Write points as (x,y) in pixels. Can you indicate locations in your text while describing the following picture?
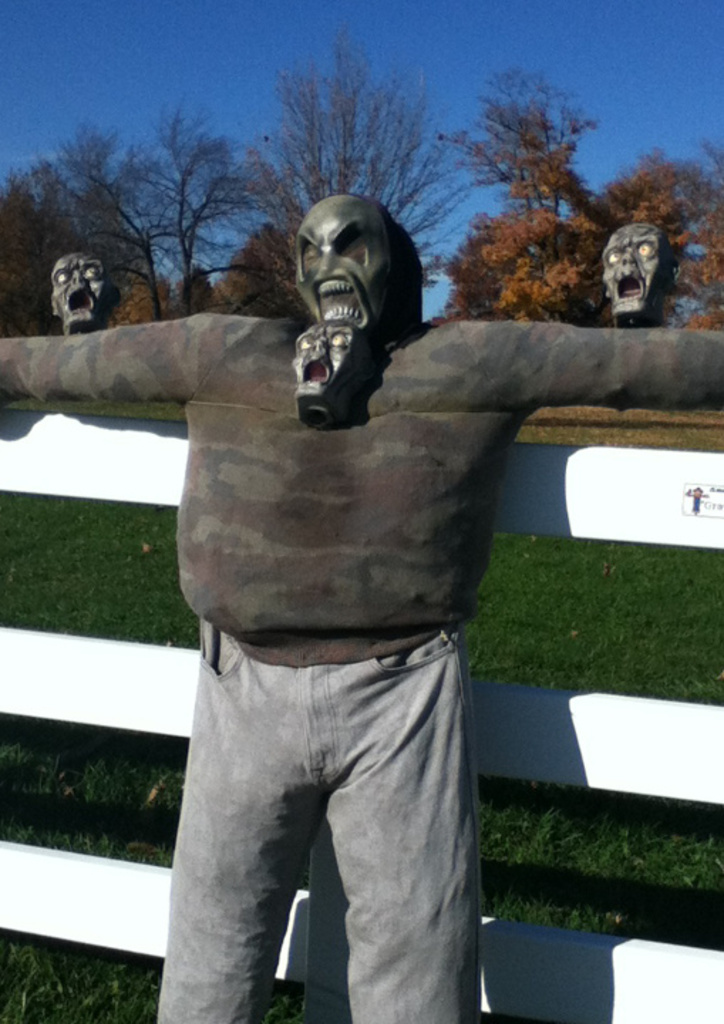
In the center of the image (396,575) we can see a scarecrow (396,468) and there is a fence (84,492) we can see masks (368,326). In the background (154,288) there are trees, grass (36,548) and sky (75,108).
